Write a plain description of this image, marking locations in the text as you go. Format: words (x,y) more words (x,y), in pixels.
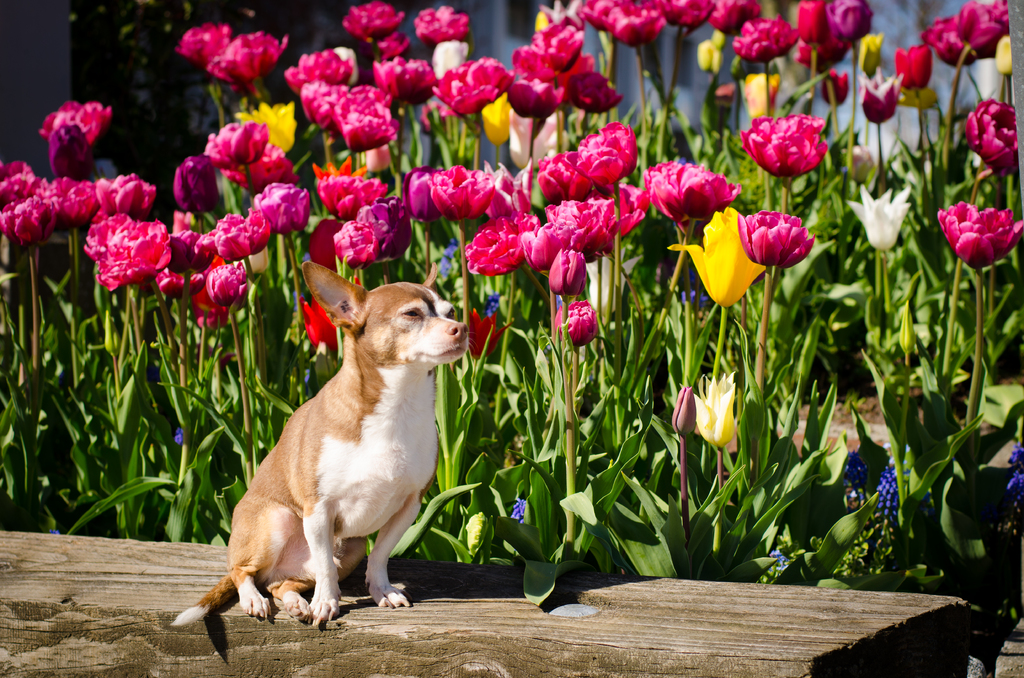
Here in the middle (425,354) we can see a dog (384,369) present on a bench (281,634) over there and beside it we can see tulip flowers (567,276) and plants (176,301) present all over there.
